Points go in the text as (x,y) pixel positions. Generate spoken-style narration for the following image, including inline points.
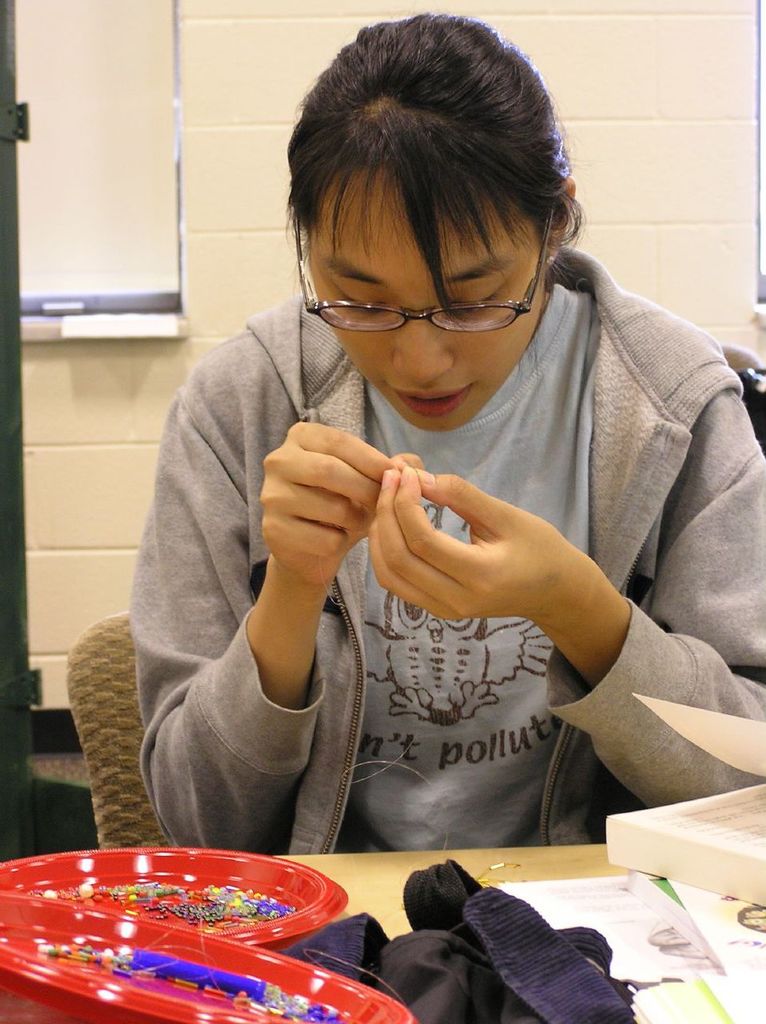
In this image, there is a woman (366,850) sitting in a chair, and wearing gray jacket (180,594). This image is clicked inside a room (324,406). She is also wearing spectacles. In front of her there is a table (373,885), on which there are two red plates (372,995), a cloth (448,885) and book (674,829). In the background (171,219) there is a wall (325,32) and window (123,288).
